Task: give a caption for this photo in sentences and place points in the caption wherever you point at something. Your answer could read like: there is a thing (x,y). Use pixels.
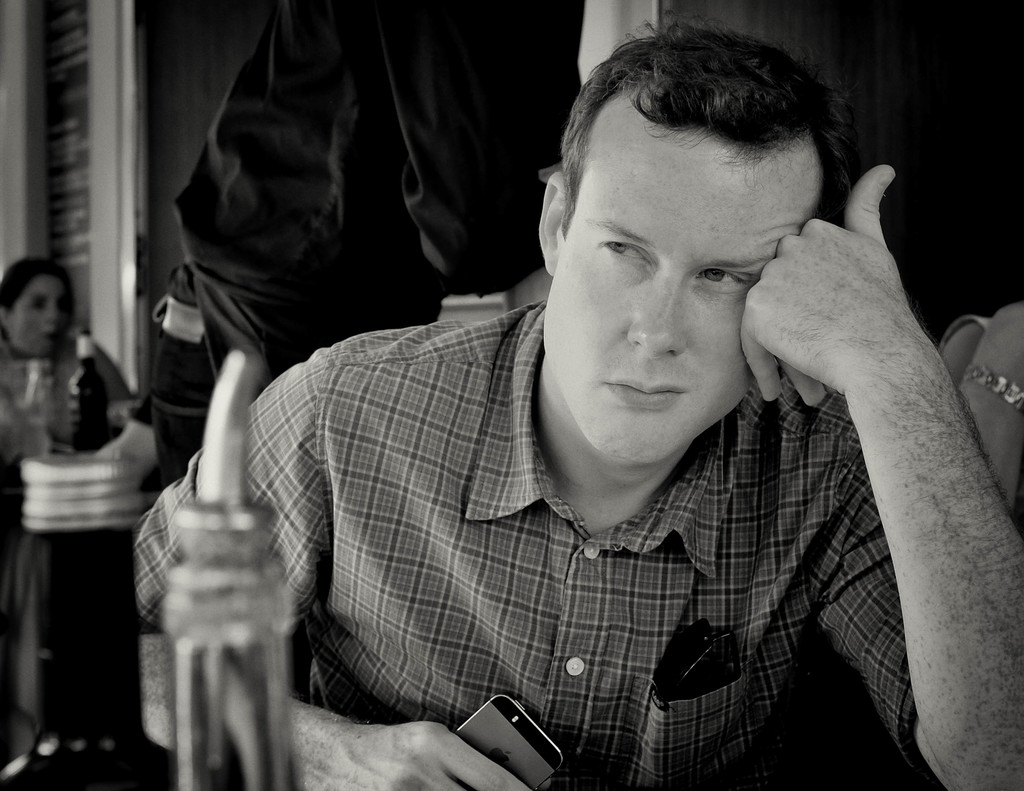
It looks like a black and white picture. We can see a man (458,574) is sitting and holding a mobile (484,741) and in front of the man (393,586) there is an object (204,676). Behind the man (446,479) there is a person (222,284) standing and another person (43,315) is sitting and in front of the other person (18,348) there is a bottle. Behind the people (53,379) there is a wall (141,139).
